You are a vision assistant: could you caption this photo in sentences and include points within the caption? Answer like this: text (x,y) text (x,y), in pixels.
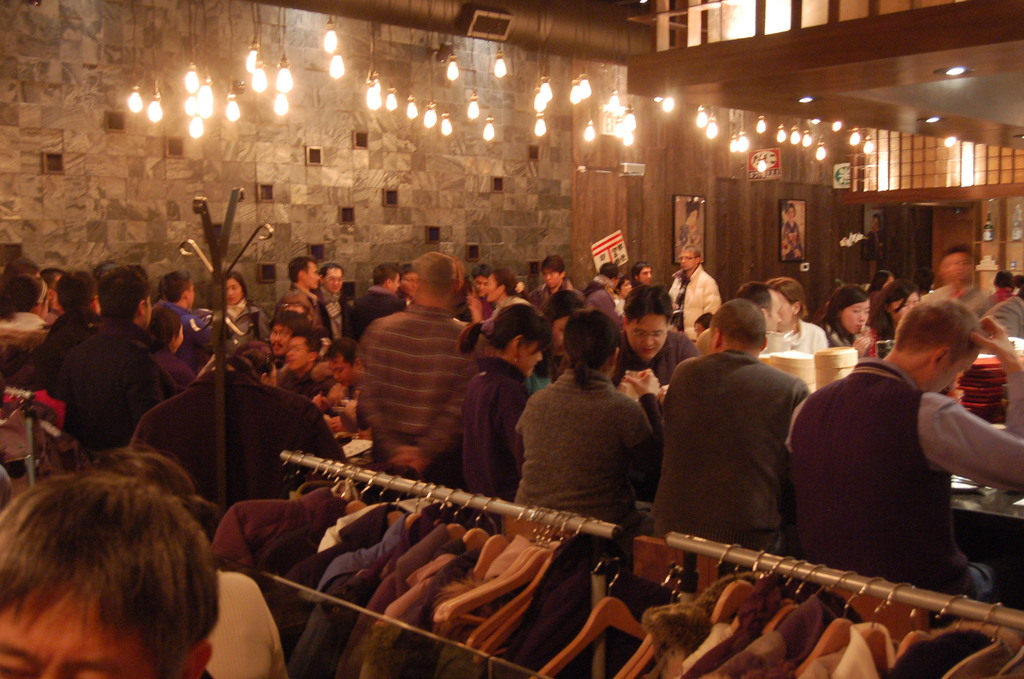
In this picture we can see some people (475,356) standing and some people (536,335) sitting, at the bottom (685,627) there are some hangers (614,602) and clothes (351,563), we can see a table (993,509) on the right side (982,500), there are some things (993,377) present on the table (981,513), in the background (717,269) there is a wall (734,209), we can see photo frames (784,236) on the wall (827,234), there are some lights (605,108) at the top of the picture (392,51).
